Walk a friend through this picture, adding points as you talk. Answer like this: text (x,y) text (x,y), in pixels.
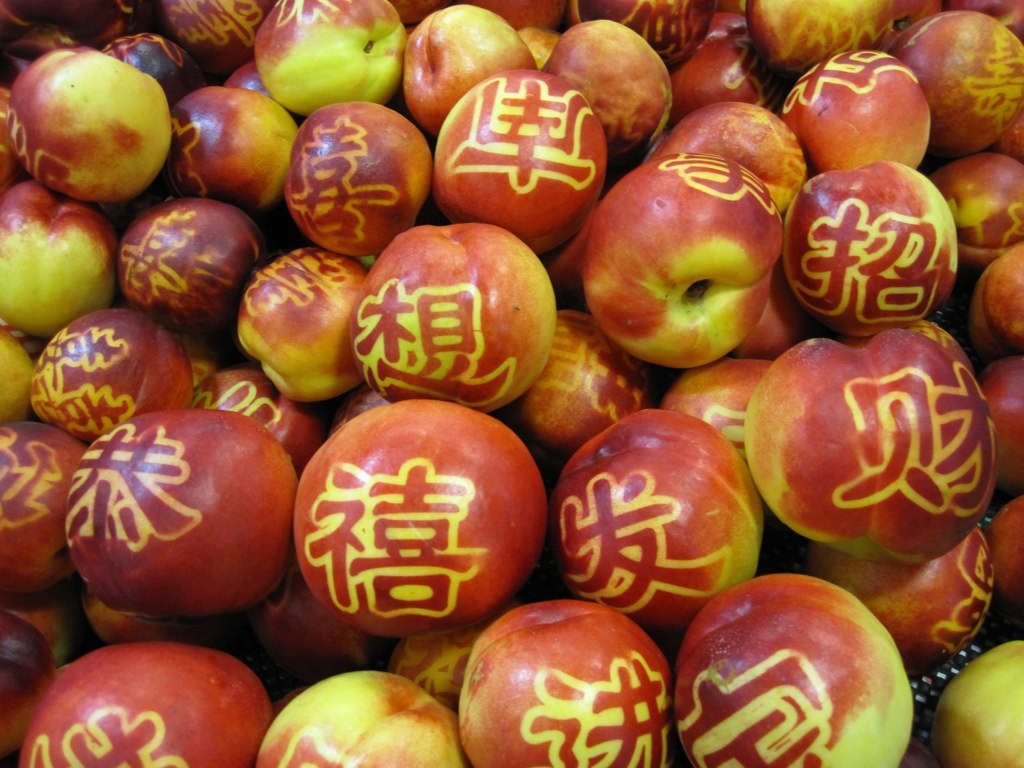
As we can see in the image there are red color fruits (499,321).
